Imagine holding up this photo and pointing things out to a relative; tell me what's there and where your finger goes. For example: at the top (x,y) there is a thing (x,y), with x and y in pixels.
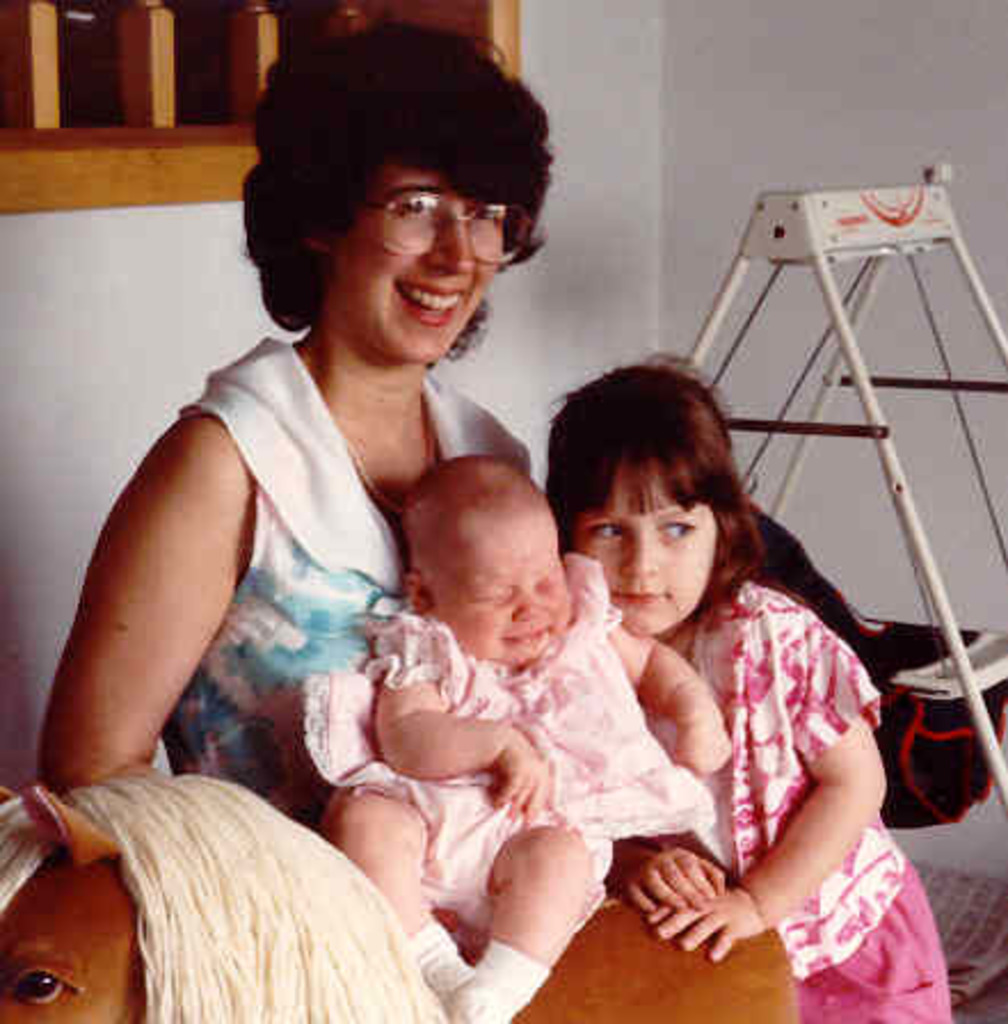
In this image we can see one woman (342,383) sitting near the wall (154,350), one girl (747,853) standing and holding toy (656,938), one baby (476,861) sitting on the toy (397,1002), one wooden window (191,104) and some objects (952,626) on the floor (969,931).
